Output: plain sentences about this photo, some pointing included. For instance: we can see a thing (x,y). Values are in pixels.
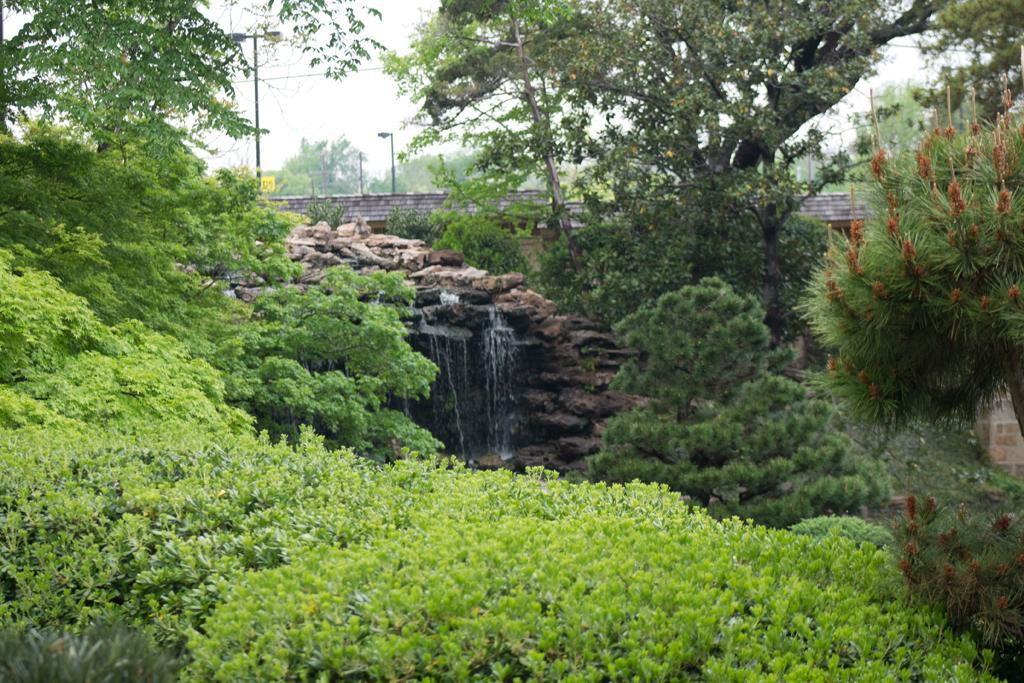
In this image, we can see so many trees (95,11), plants (923,521), rocks (532,376), waterfalls (494,389) and wall (848,229). Background (229,164) we can see poles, yellow color object (266,187) and sky (380,79).
